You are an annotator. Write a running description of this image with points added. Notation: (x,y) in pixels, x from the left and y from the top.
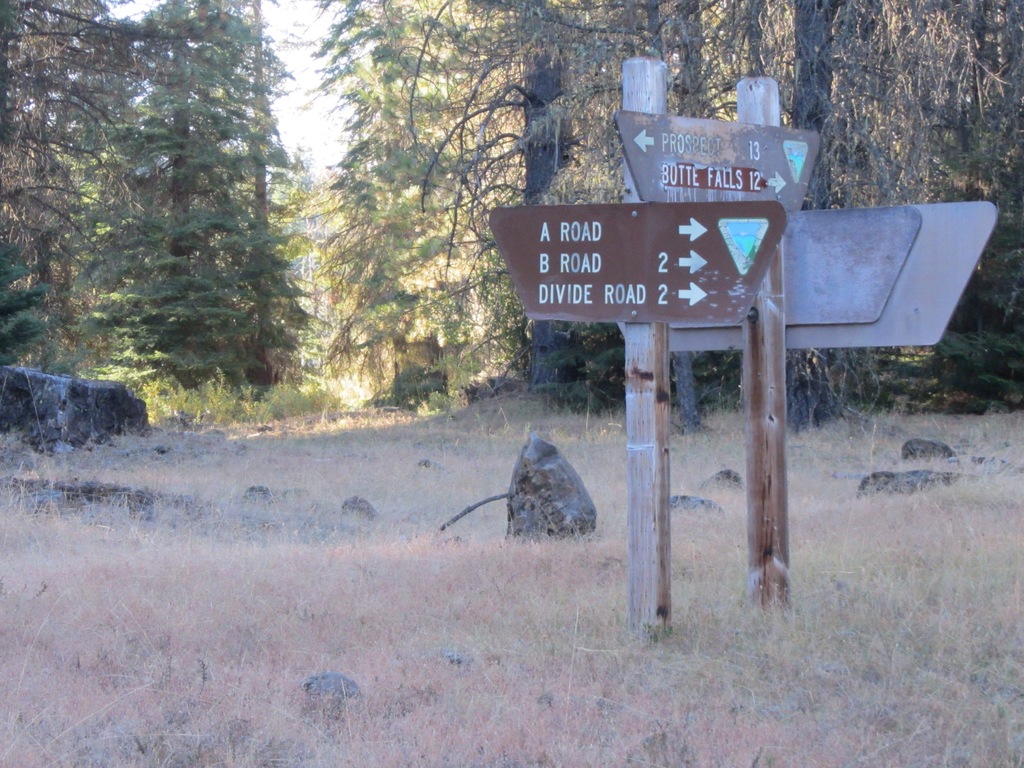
In the background (753,44) we can see the trees (784,68). In this picture we can see the rocks (14,375), grass (800,634), boards (821,297) and poles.
